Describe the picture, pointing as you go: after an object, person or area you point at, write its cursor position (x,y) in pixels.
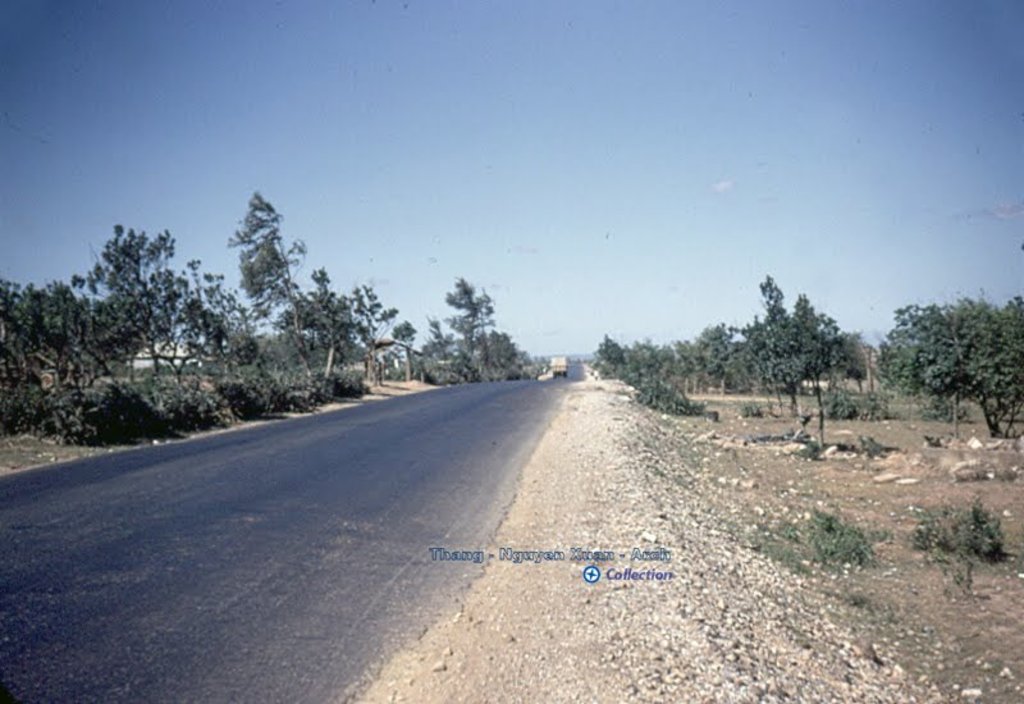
In this image we can see a road (216,506). There is a truck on the road (547,387). There are trees (454,366). At the top of the image (464,135) there is sky (440,106).
